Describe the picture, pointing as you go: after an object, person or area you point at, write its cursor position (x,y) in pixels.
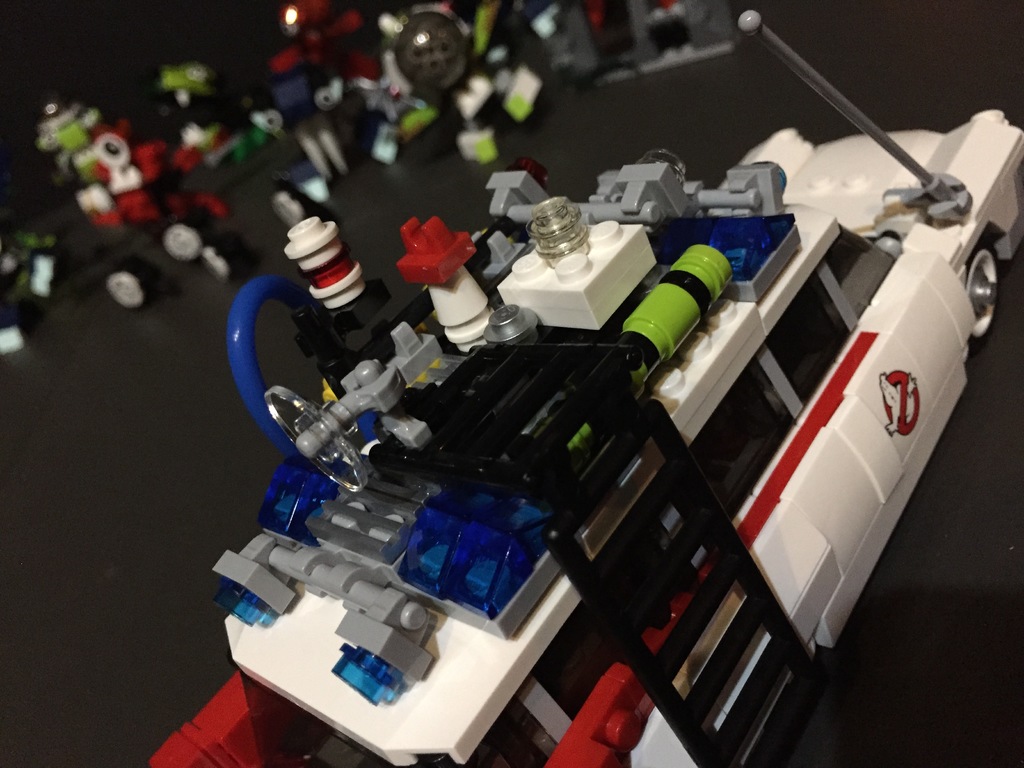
This image consists of toys (472,306). This is a car toy (637,344). It is in white color.
